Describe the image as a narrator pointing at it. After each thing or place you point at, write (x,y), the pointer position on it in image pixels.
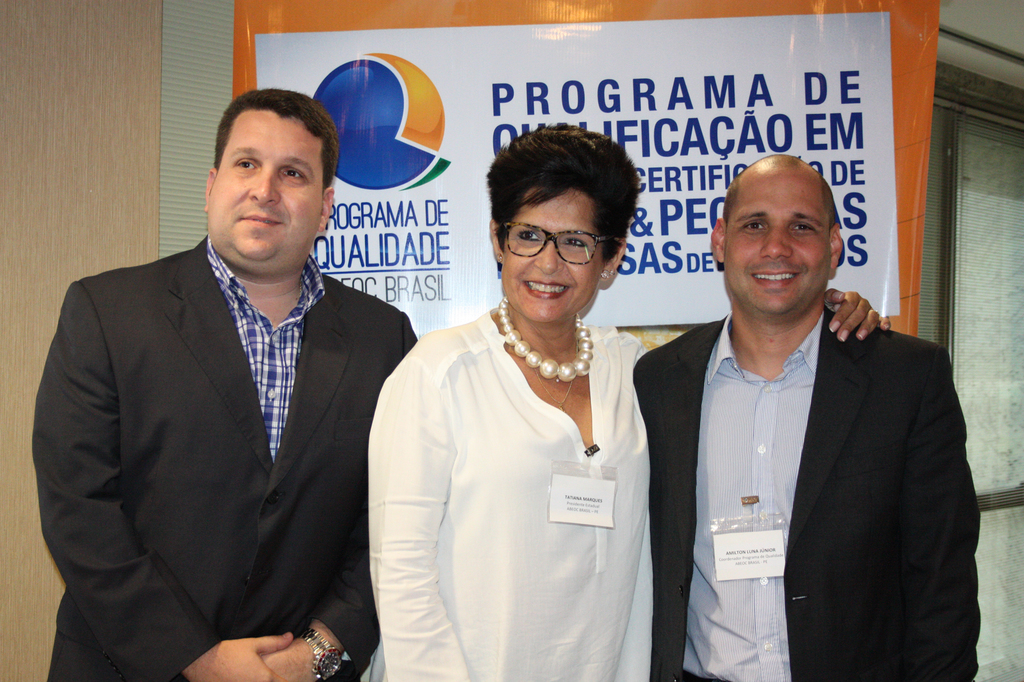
In this image there are two men (651,494) and a woman (589,526) standing, in the background (769,45) there is a wall (164,10) for that wall (195,5) there is a banner (657,126), on that banner (604,111) there is some text (635,124).
